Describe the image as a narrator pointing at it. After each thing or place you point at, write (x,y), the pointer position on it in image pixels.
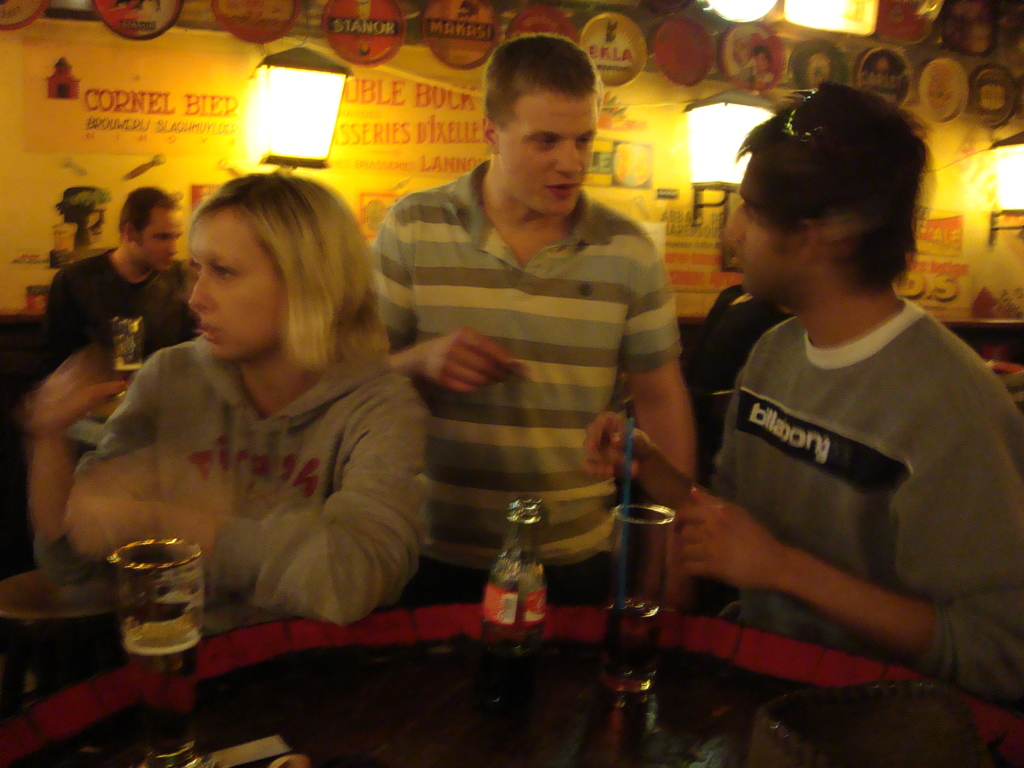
In this image we can see people (730,376) are standing near table (454,684). We can see glasses (648,558) and bottles (497,599) on the table (438,686). In the background (322,115) we can see lights (319,117) and wall (663,117).
